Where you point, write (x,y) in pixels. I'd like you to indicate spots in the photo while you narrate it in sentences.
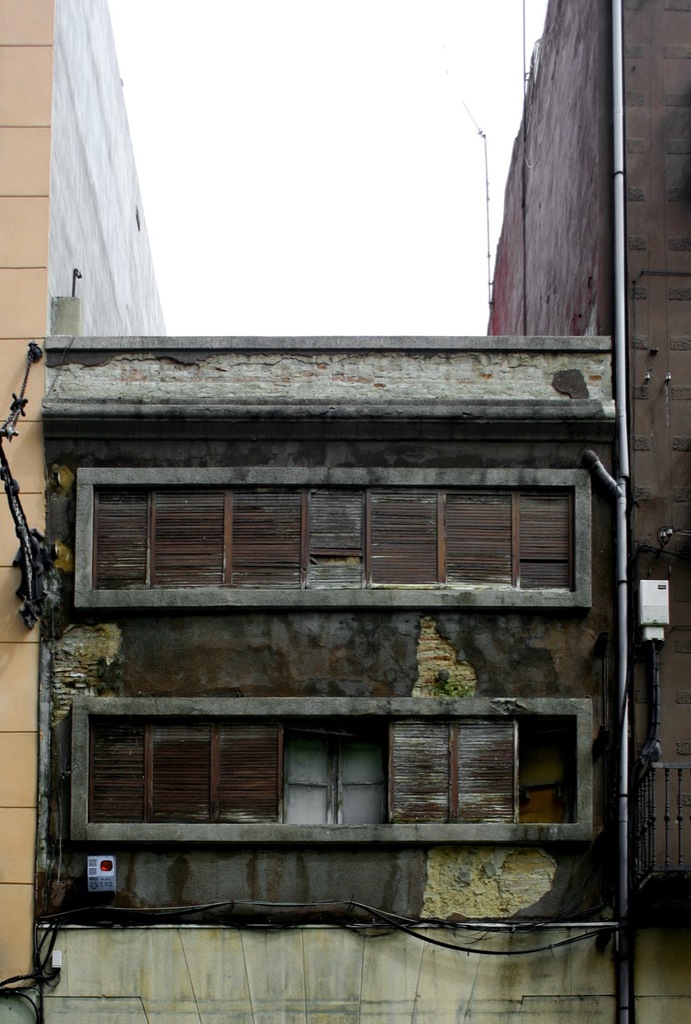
In this image we can see buildings (320,482), windows (346,752), pipelines (626,584) and sky (308,284).
